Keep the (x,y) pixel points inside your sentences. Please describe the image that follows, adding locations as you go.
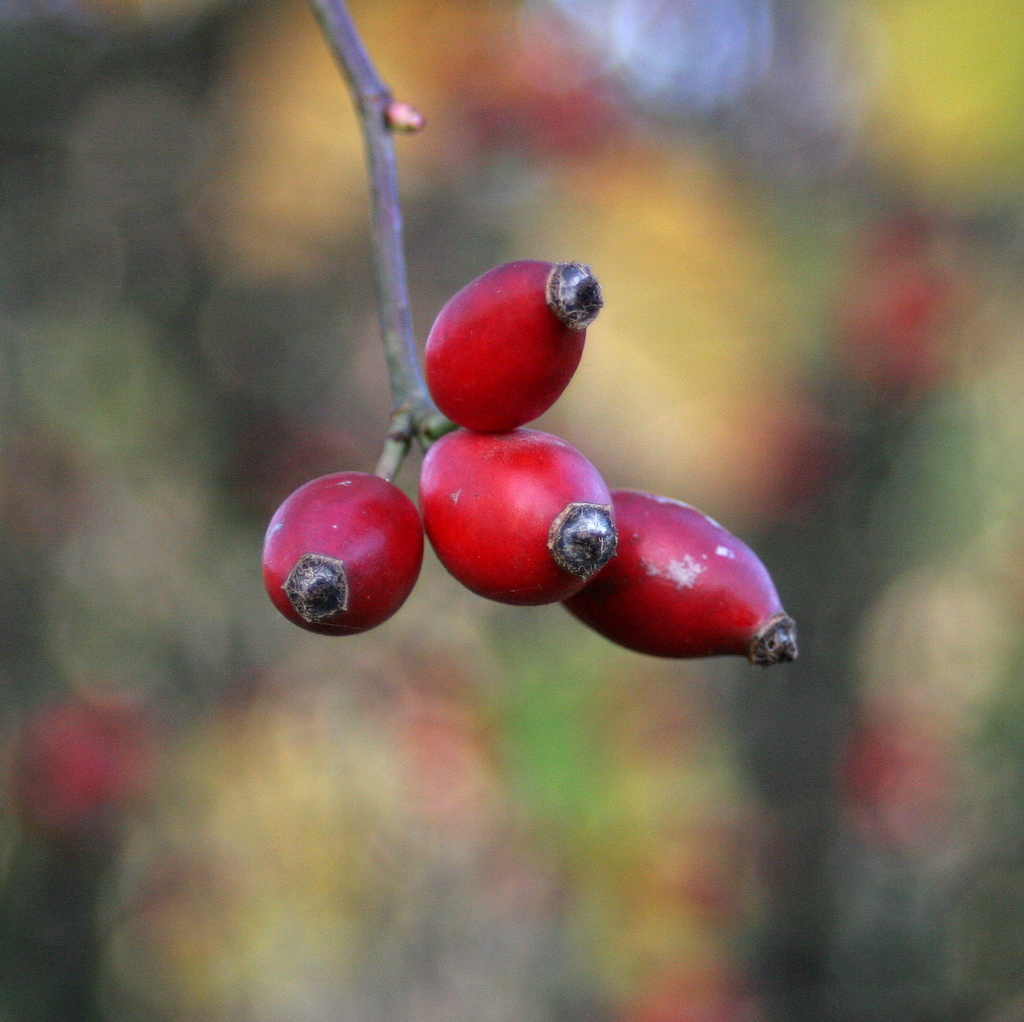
In this image there are fruits (422,509) to a stem (388,331). The background (669,129) is blurry.
